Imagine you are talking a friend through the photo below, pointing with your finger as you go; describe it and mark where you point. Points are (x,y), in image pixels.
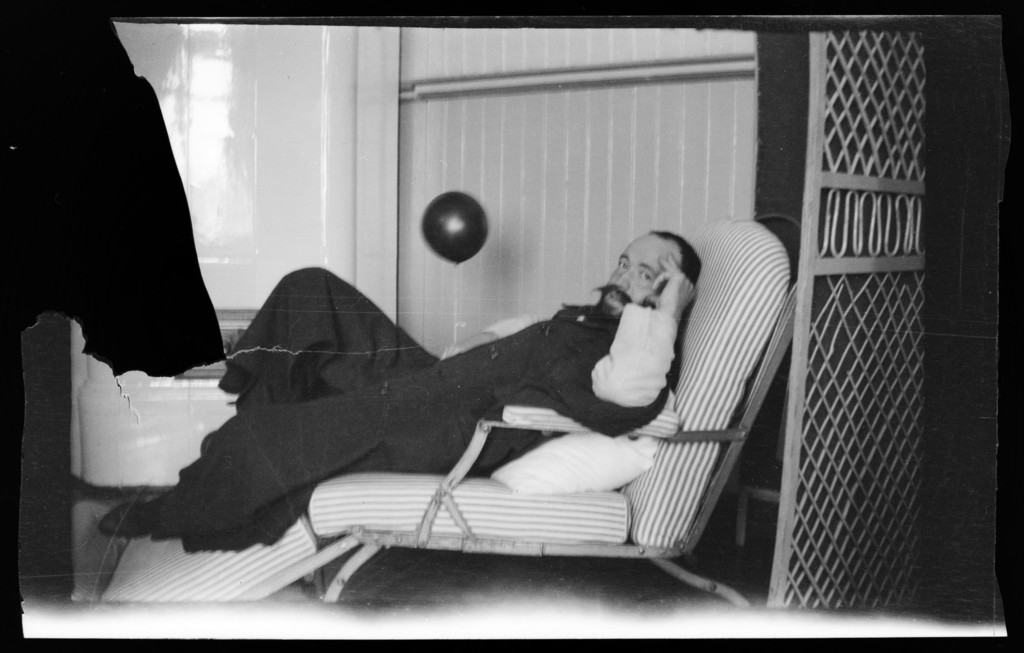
This image consists of a man (460,392) lying on the chair (519,546). At the bottom (505,592), there is a floor (489,590). In the background (489,144), there is a door (284,158) along with a wall (684,142). He is wearing black and white dress (473,372).
